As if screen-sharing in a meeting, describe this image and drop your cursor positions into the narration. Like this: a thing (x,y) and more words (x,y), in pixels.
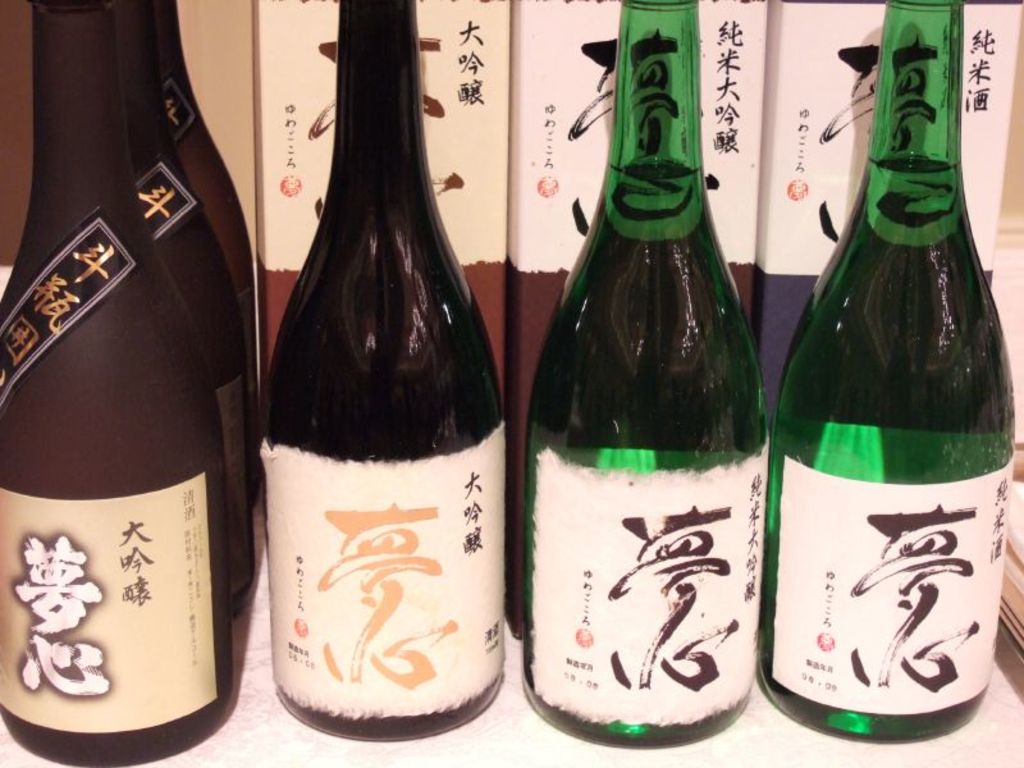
In this image I can see wine bottles (604,401).
